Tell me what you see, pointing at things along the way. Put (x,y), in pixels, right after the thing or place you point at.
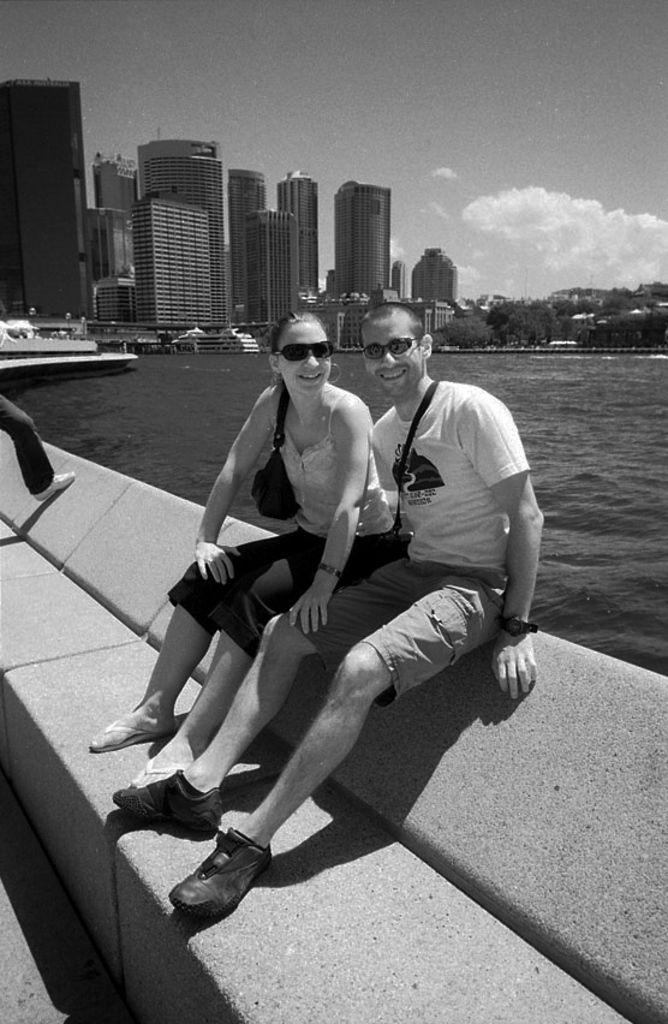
This is a black and white image. I can see two people (149,770) sitting on a wall (163,843) and posing for the picture. I can see the sea (532,374) behind them. On the left hand side of the image (217,319) I can see some buildings (22,86). At the top of the image (398,96) I can see the sky (349,71).
